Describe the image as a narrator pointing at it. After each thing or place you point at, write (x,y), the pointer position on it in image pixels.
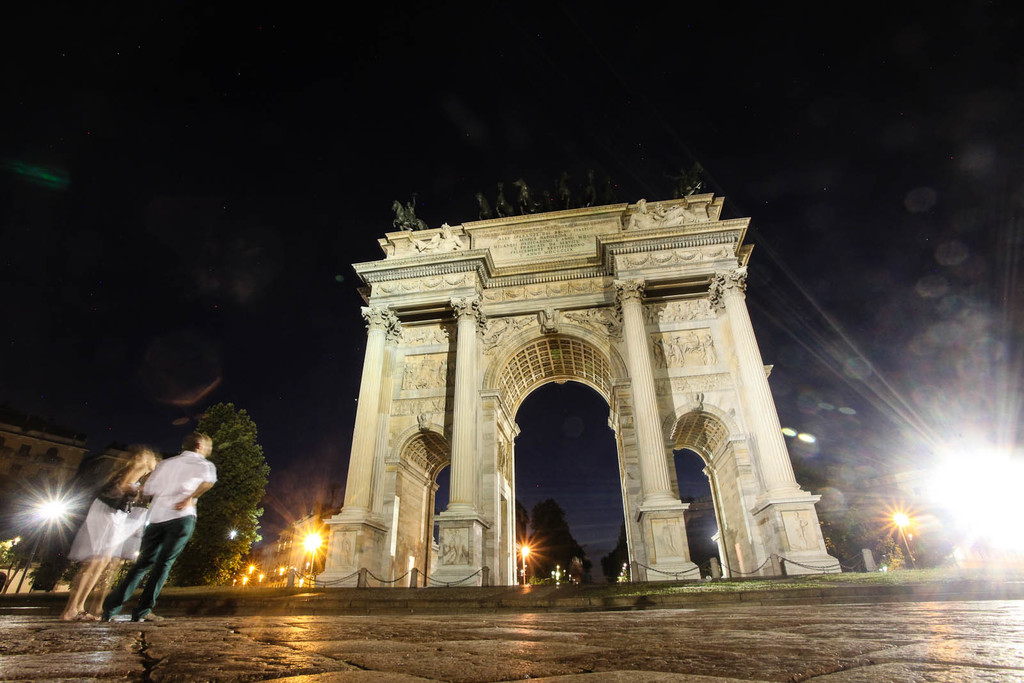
The picture is taken outside a city (517,617). In the foreground of the picture (368,619) there are two people (151,543) on the pavement (321,647). In the center (444,348) the picture there are street lights (980,518), trees (244,476), buildings (77,476) and an arch (484,358). Sky (389,129) is dark. In the center of the picture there are railing (717,576) and grass (641,582).
